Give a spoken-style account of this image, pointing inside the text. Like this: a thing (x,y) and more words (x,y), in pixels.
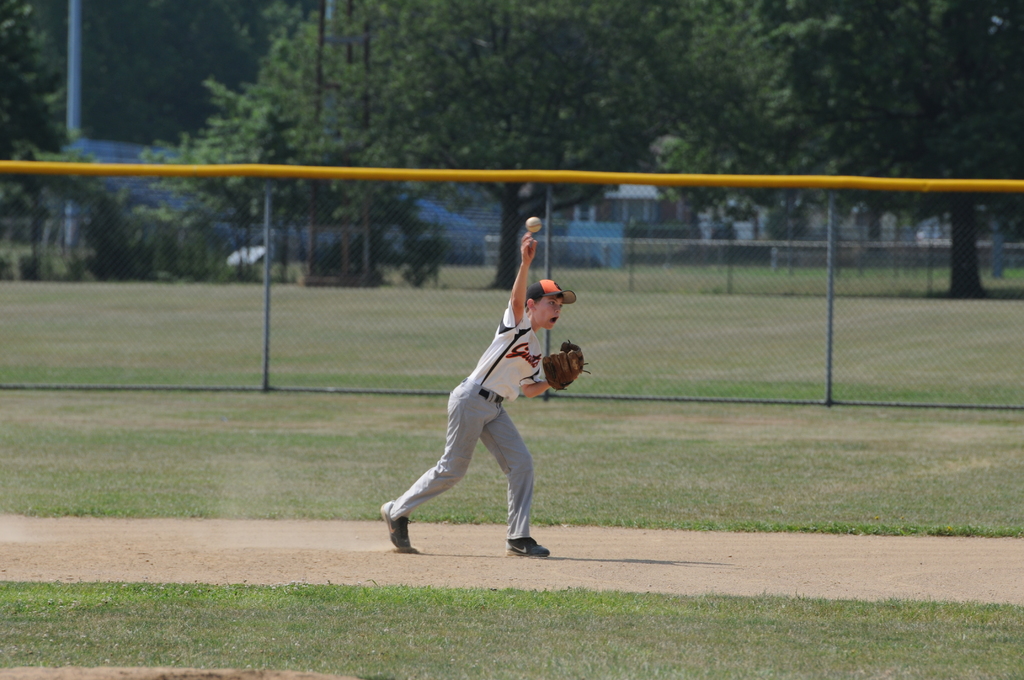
In this picture we can see a kid (503,434) is throwing a ball (532,230), he wore a cap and a glove (549,366), at the bottom (468,654) there is grass (472,637), we can see fencing (472,301) in the middle (437,271), in the background (600,164) there is a house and trees (145,91), on the left side (79,68) we can see a pole (79,53).
